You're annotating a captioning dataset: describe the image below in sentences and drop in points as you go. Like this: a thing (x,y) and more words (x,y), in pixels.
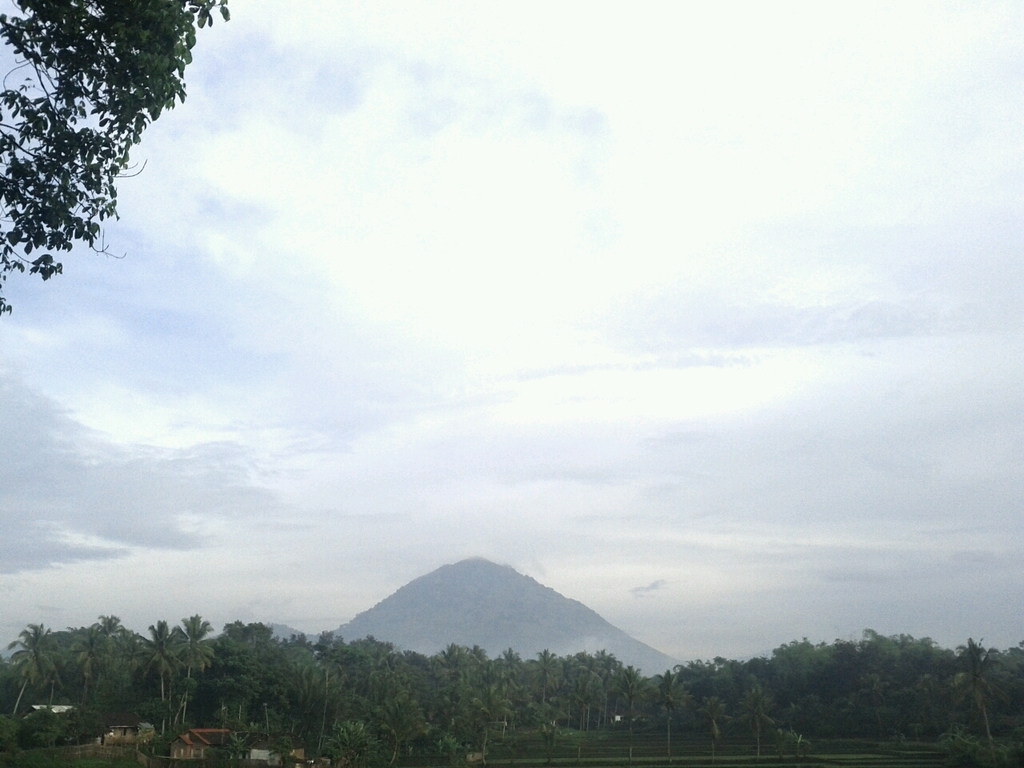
In this image I can see few trees (749,701) which are green in color, few houses (191,737) and a mountain (485,635). In the background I can see the sky (582,356).
